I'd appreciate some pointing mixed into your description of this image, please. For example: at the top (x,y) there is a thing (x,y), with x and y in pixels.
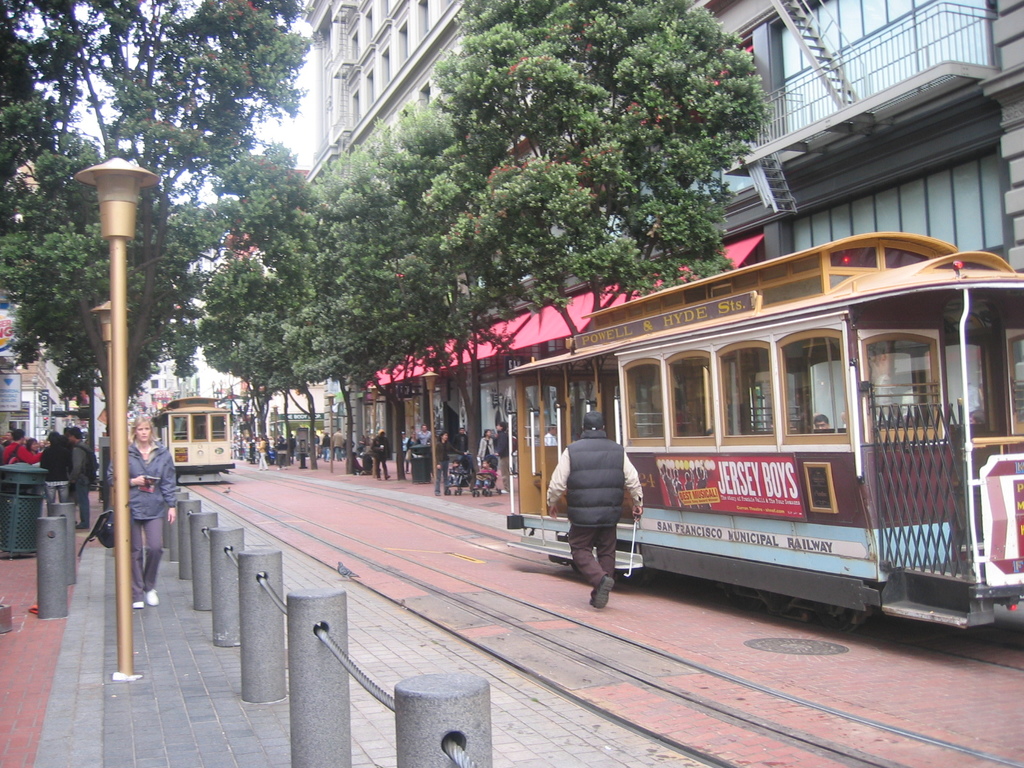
There are railway tracks (550,637) on the road (554,625). And also there are trains (662,511). On the train (671,472) there are something written. There is a person (606,500) near to that. Also there are small poles (184,564) with ropes (345,657) on the left side (299,603). Also there are street light poles (125,348). In the back (185,209) there are trees (398,213) and many people (52,482). On the left side (42,496) there is a bin (41,475). On the right side (763,234) there are buildings (802,83) with ladders (787,24).
